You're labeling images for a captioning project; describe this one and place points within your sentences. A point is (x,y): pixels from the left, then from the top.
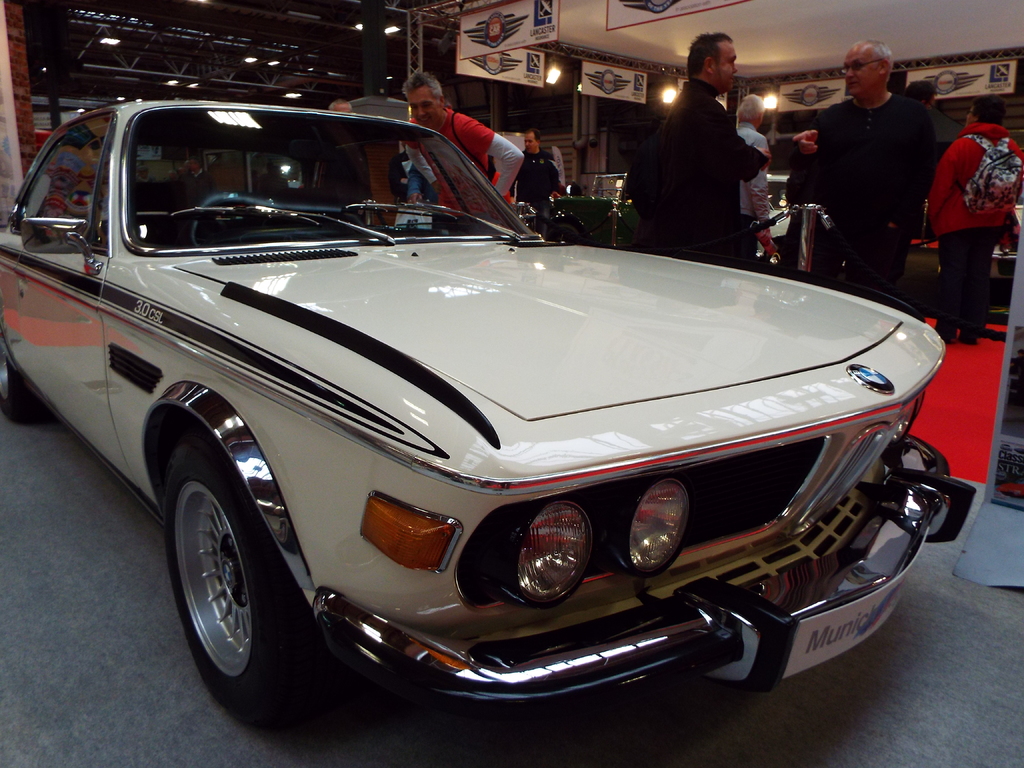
In this picture we can observe a white color car (355,331) on the floor (130,572). There are some people (647,163) standing. In the background (495,33) we can observe white color boards (538,80) and yellow color lights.
